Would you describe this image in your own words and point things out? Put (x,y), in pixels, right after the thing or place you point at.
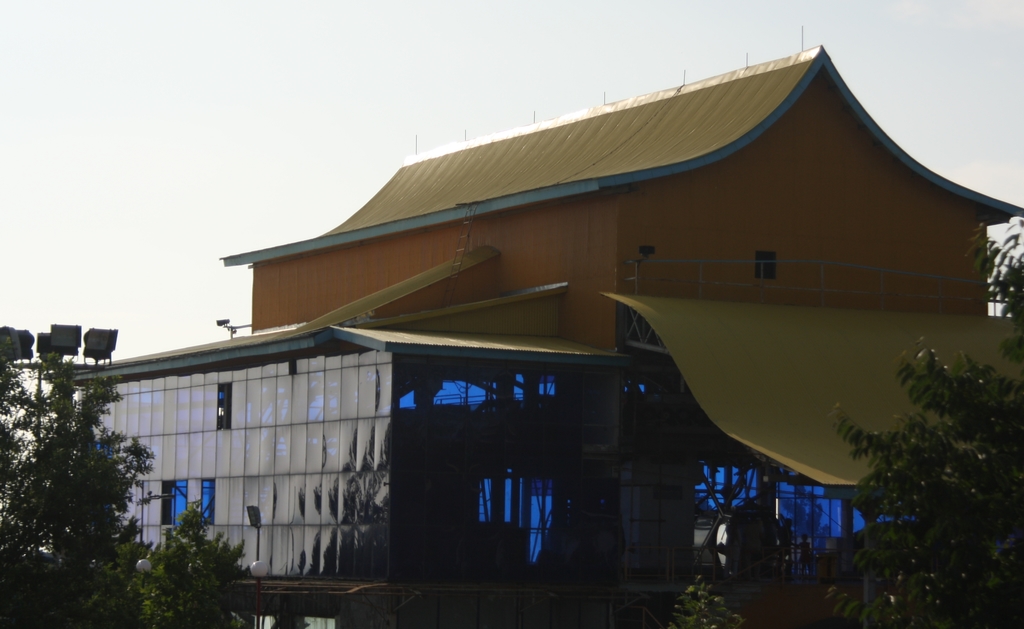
In this image I can see few trees (143,461), a building (411,485) which is yellow, orange and black in color and in the background (159,253) I can see the sky (241,116).
